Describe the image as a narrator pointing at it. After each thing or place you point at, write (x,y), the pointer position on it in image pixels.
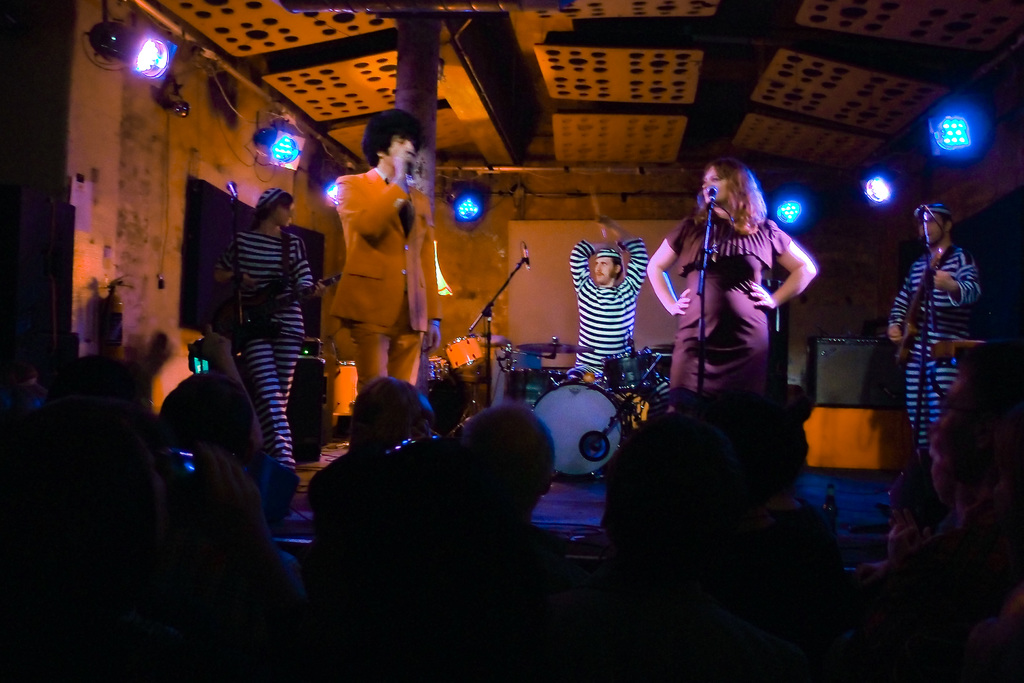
This picture is clicked in the musical concert. At the bottom of the picture (333,583), we see people (468,497) are sitting on the chairs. In front of them, we see five people (421,288) are standing. The man (395,130) in orange blazer (421,238) is singing the song on the microphone (408,173). Beside him, the woman (719,343) is standing. In front of her, we see a microphone (703,305). Behind them, we see the musical instruments (547,354) and a man (599,310) is standing behind that. On either side of the picture, we see two people (262,214) are playing the guitars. In the background (156,243), we see a wall (157,188) and the lights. At the top (616,128), we see the ceiling (519,122) of the room (519,122).
